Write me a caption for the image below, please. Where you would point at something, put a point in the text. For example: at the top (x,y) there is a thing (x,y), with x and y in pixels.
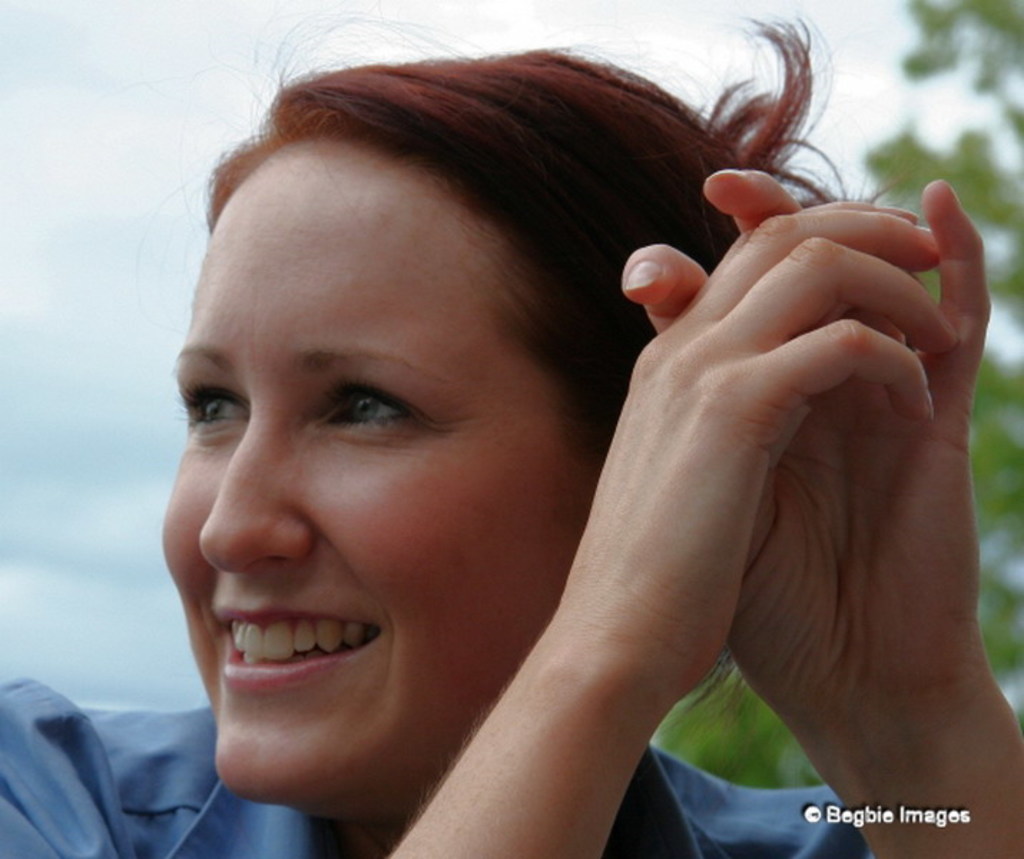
In this I can see a woman (292,338) in front (193,781), I can see smile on her face (379,732) and I can see she is wearing blue colour dress (675,802). In the bottom of this image (811,809) I can see a watermark (811,809) and in the background (995,12) I can see a green colour thing (976,52).
